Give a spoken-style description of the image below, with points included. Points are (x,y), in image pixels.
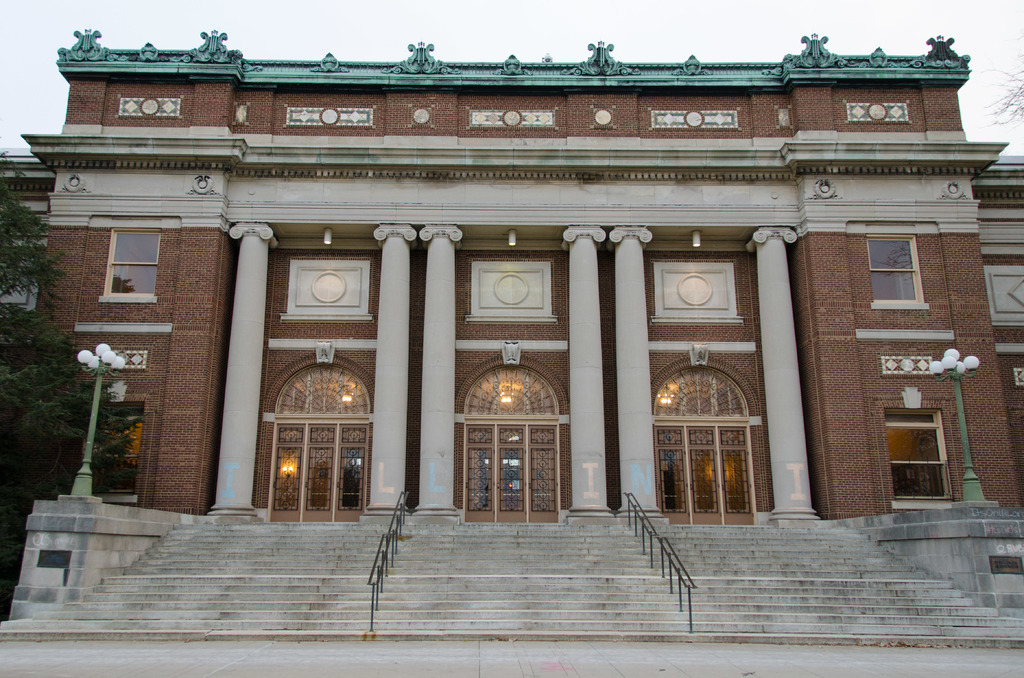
This picture is clicked outside. In the foreground (194,571) we can see the stairway (462,597) and the handrails (643,546) and we can see the lampposts (962,366), trees (66,439) and the building (447,181) and we can see the sculptures (945,45) of some objects (93,54) and we can see the pillars (401,394), windows (929,424) and the doors (736,471) of the building (712,471) and we can see the lights (503,400). In the background (128,16) we can see the sky (768,34).
